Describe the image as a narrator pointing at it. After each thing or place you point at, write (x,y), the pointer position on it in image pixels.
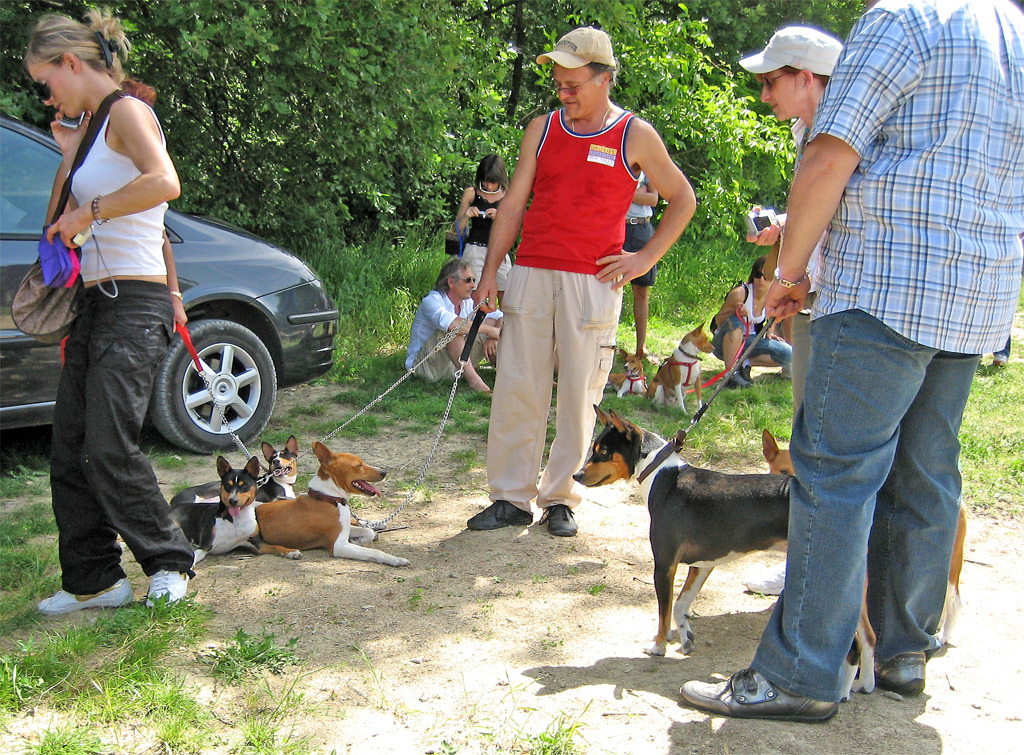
In this image we can see the people (557,331). We can also see the dogs (681,476) with the belts (683,431) and also the chains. On the left (89,300) we can see a woman (122,156) wearing the glasses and holding the bag (64,203) and some other objects (78,116). We can also see a car (20,194). In the background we can see the trees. We can also see the sand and also the grass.
